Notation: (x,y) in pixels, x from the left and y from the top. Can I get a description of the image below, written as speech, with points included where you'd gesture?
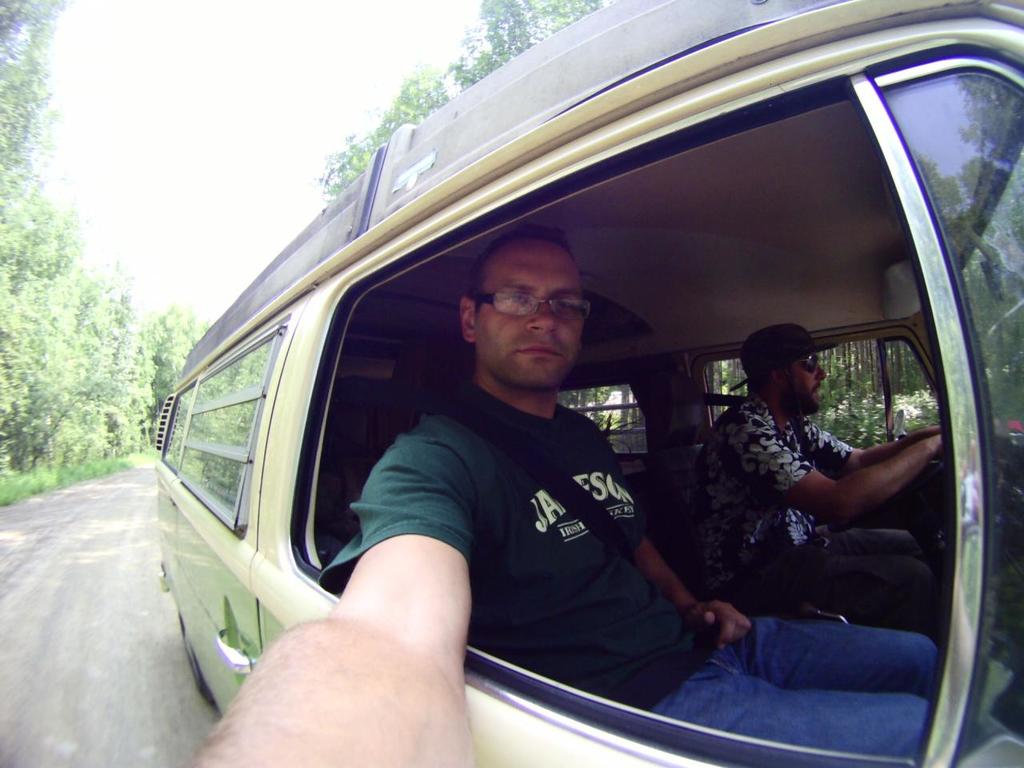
In this image we can see two persons (551,323) wearing the glasses (579,302) and sitting inside the vehicle (369,407) which is passing on the road (60,636). In the background (123,359) we can see the trees (63,393) and also the sky (216,171).
